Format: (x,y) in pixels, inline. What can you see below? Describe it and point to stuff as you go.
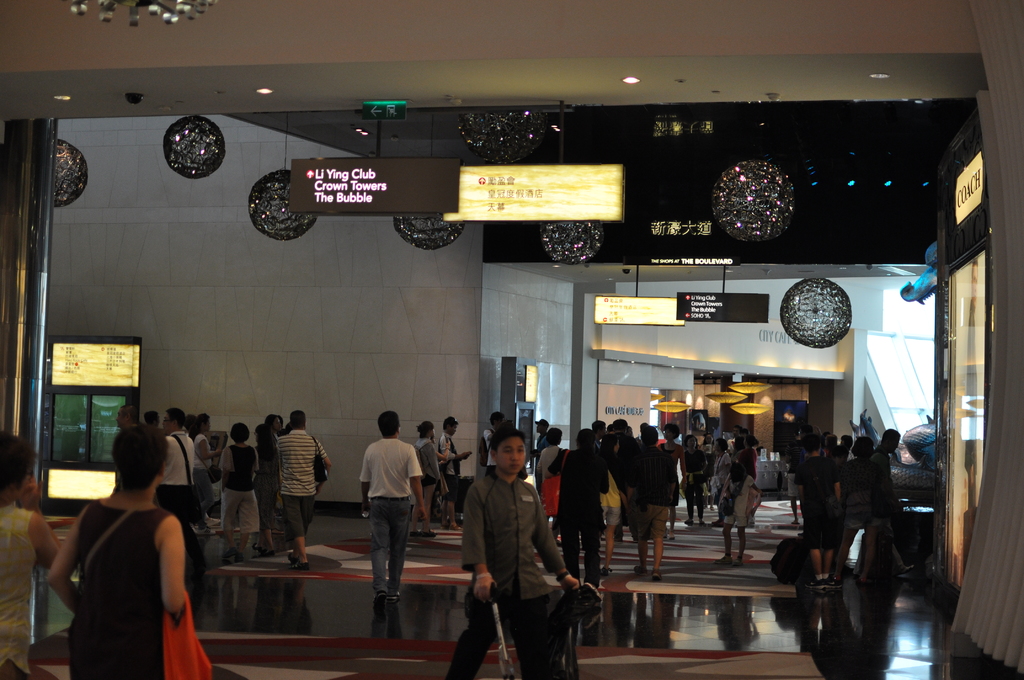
There are many people (363,513). On the ceiling (416,128) there are decorative items (807,289), boards (487,209) with lights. In the back (402,334) there are walls (485,298).
